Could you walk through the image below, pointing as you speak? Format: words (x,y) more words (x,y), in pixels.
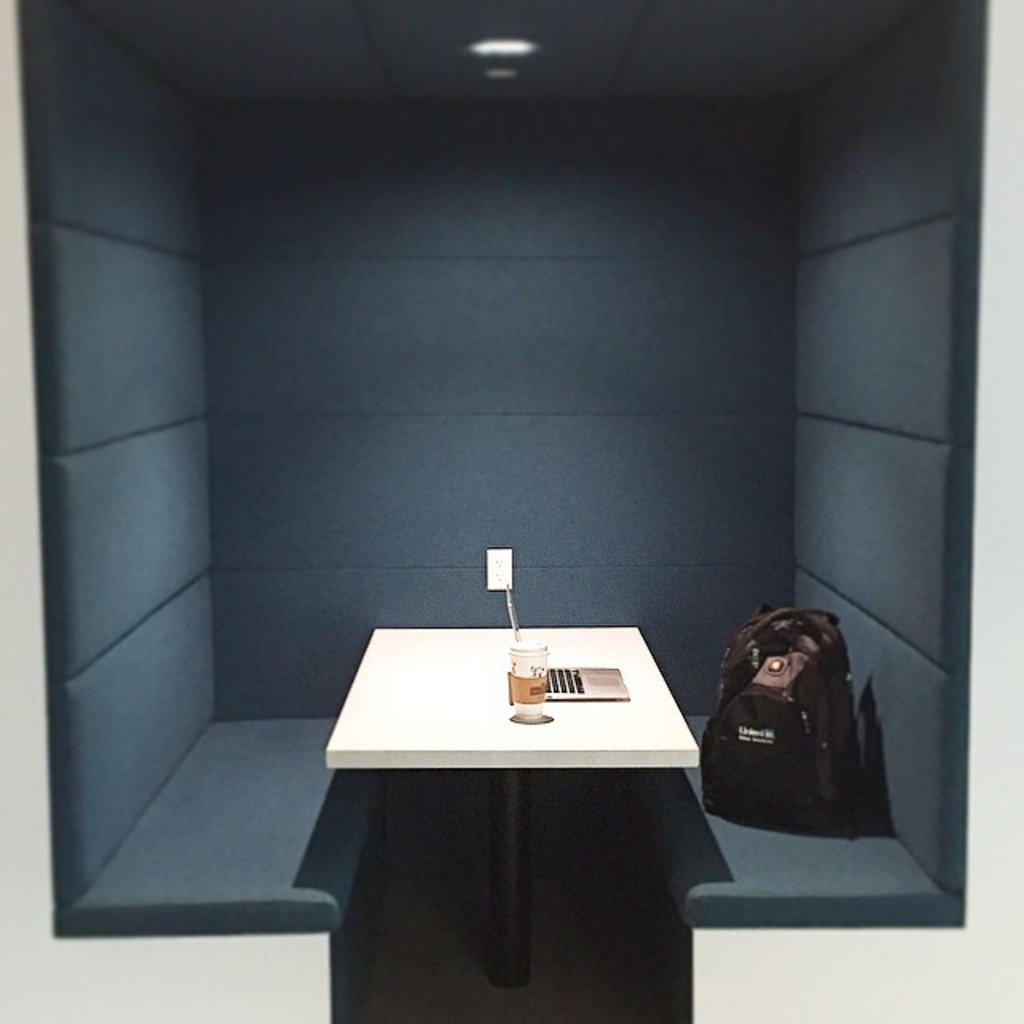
In this image we can see a table (459,712) with a laptop (553,679) and a glass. To the right side of the image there is a bag (762,687) on the seat (724,860). In the background of the image (228,424) there is wall (429,388). At the top of the image (518,22) there is ceiling (463,93) with light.
